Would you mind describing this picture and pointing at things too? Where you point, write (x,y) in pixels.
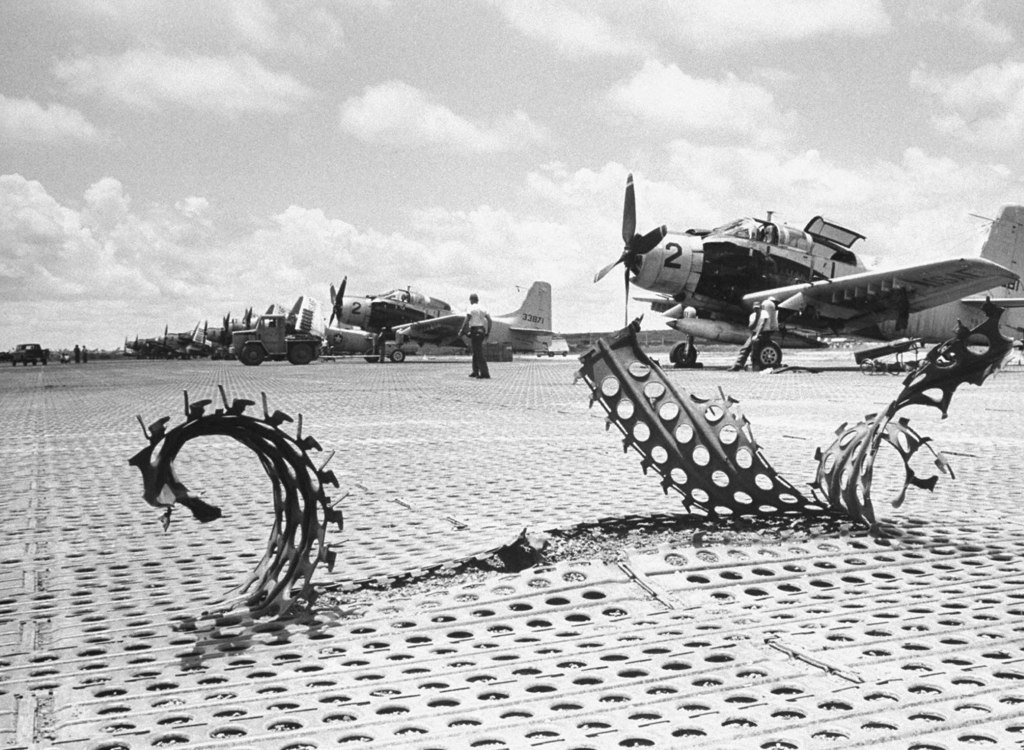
This picture is in black and white. In the center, there are airplanes (193,355) in a row. In the center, there is a man (483,370). At the bottom (632,703), there are metals (462,448). On the top (426,49), there is a sky (375,156) with clouds (519,132).
